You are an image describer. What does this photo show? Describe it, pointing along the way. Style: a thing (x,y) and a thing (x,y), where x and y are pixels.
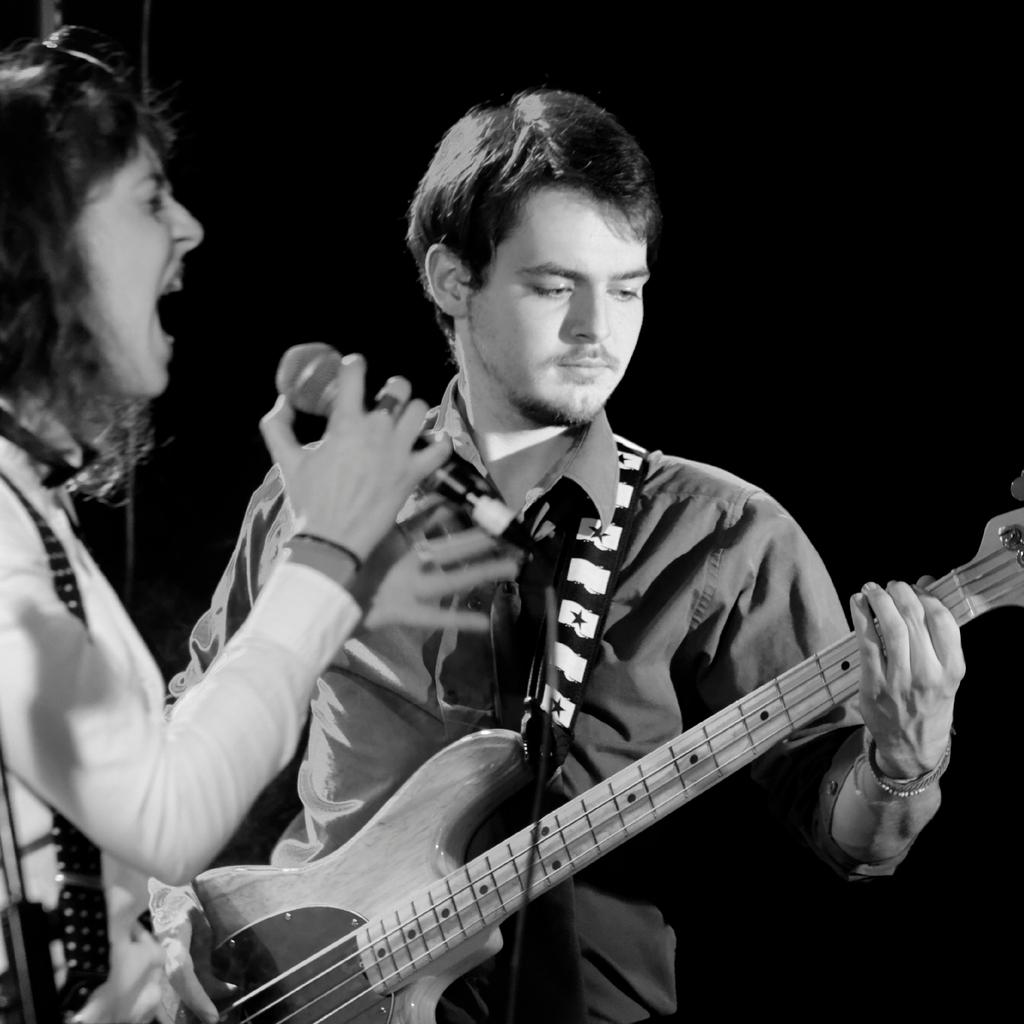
In this image I can see a man (275,558) is holding a guitar (207,909) and here a woman (323,534) is holding a mic (337,359).
